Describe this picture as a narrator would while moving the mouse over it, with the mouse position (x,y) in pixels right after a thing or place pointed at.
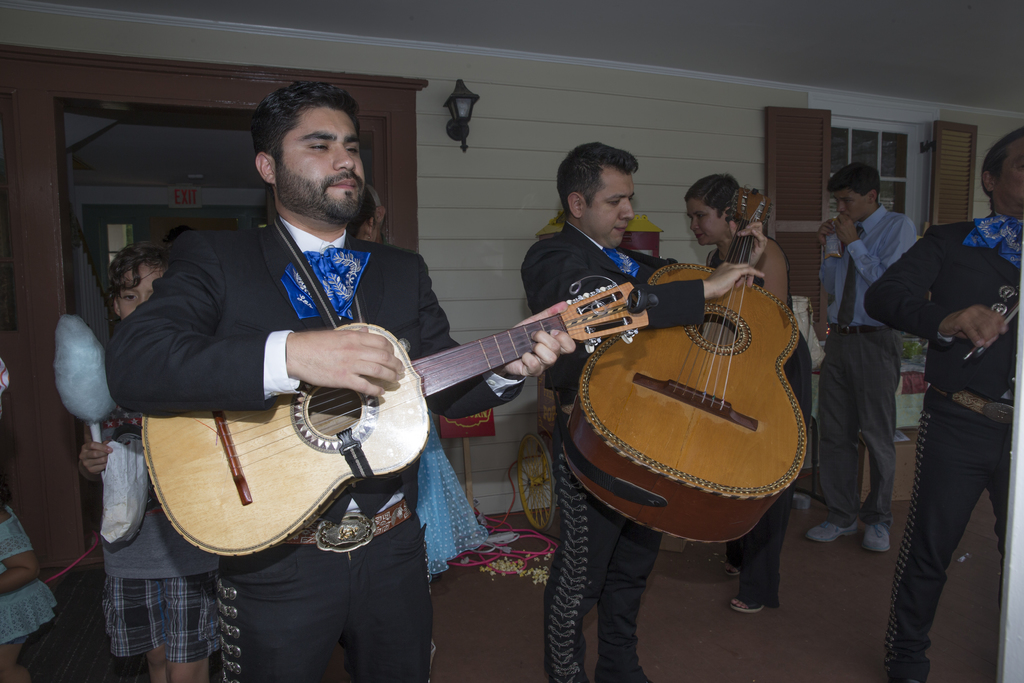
This picture describes about group of people (573,372), in the left side of the given image two men (415,477) are playing guitar (249,445), in the background (822,339) we can see a wall (455,215) and a light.
